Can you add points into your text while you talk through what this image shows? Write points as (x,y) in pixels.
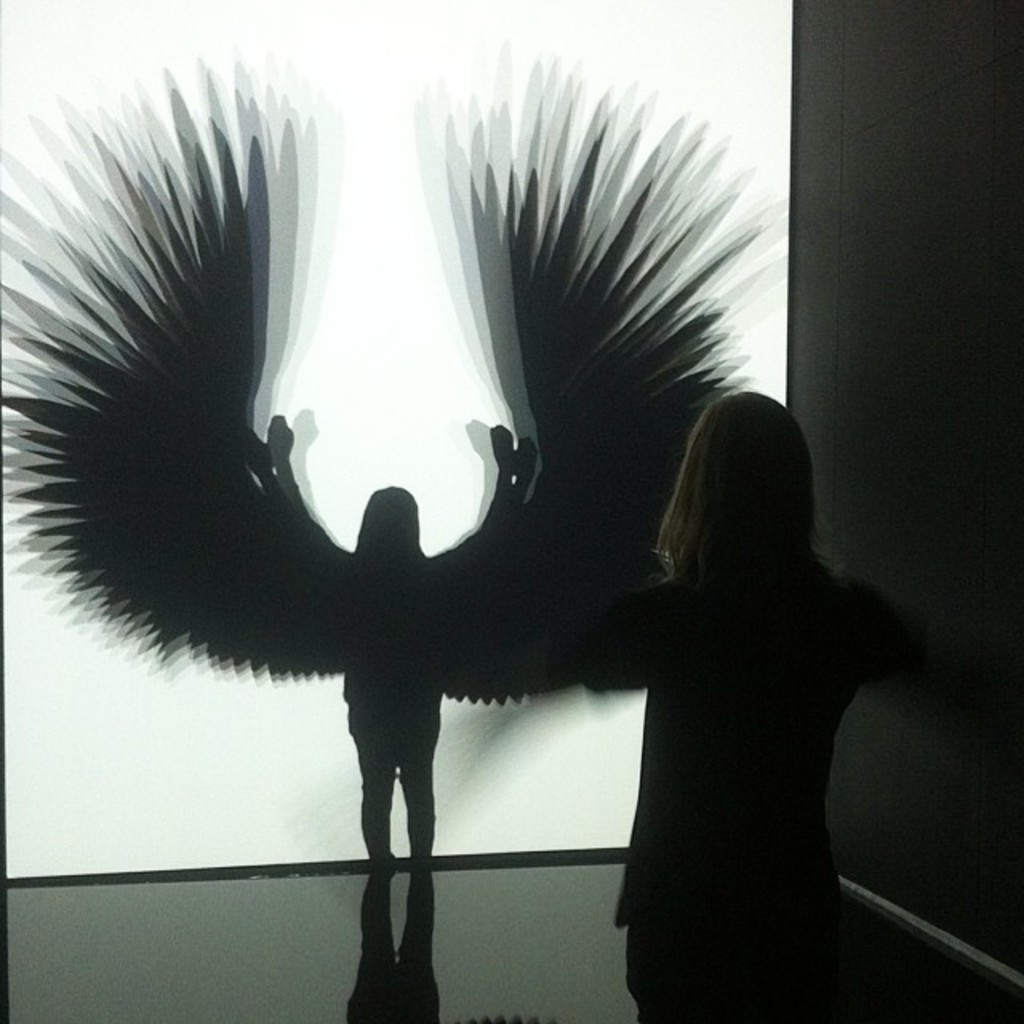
In this image I can see a girl (741,957) standing on the floor (575,971), behind her there is a painting (582,791) of angel (509,499).
